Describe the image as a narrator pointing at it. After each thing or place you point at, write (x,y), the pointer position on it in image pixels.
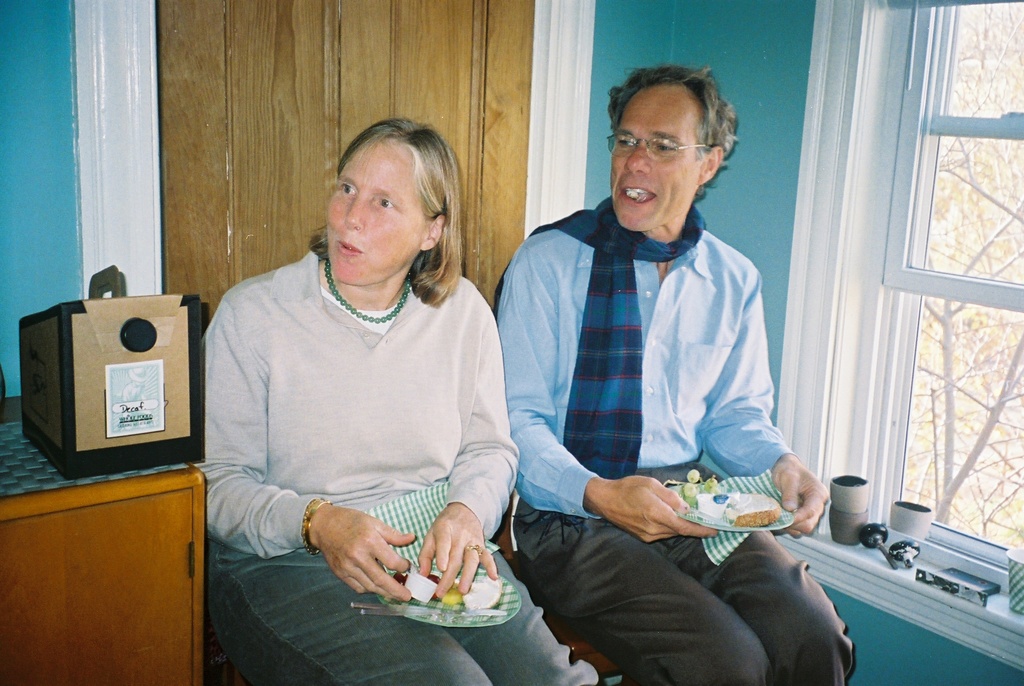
In this image there are two persons (472,355) sitting on the chairs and holding plates (682,515), on the plates (512,612) there are some food items (738,519), there is a box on the cabinet (159,486), a door (354,134), few objects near the window (960,355) and outside the window (926,498) there are few trees (935,416).
